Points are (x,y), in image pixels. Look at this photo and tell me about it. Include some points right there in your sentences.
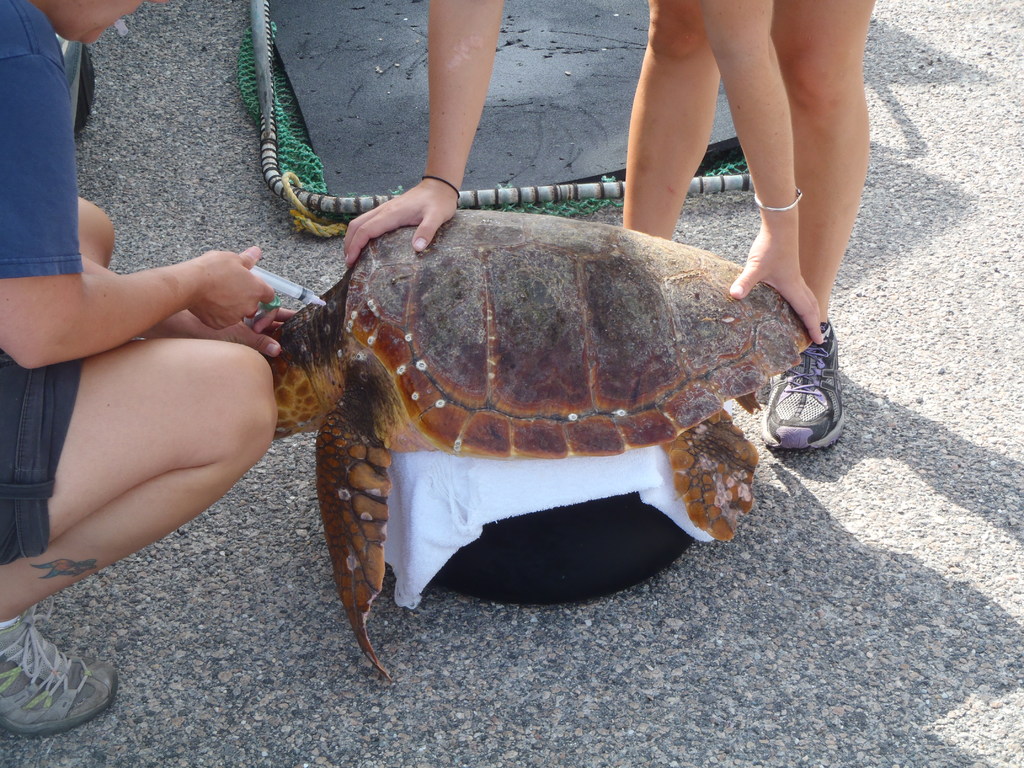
In this picture, there is a turtle (412,365) in the center (499,431) which is placed on the road (542,620). Towards the left (75,334), there is a man (212,252) giving the injection (249,265) to the turtle (466,390) and there is another woman (630,141) holding the turtle (612,253).
